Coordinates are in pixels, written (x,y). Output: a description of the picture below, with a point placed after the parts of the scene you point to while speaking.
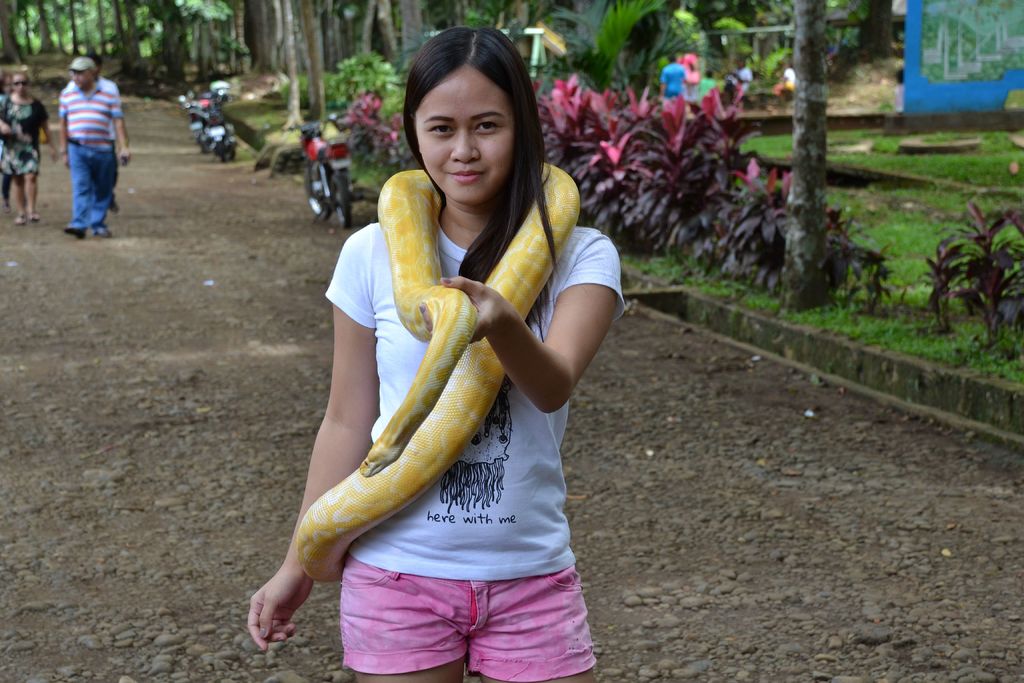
In this image I can see a girl (425,640) is standing and holding a snake (449,391). I can see she is smiling and wearing a white t -shirt (433,494). In the background (79,168) I can see few more people (86,151), vehicles (207,110), plants (637,183) and trees (354,27).
